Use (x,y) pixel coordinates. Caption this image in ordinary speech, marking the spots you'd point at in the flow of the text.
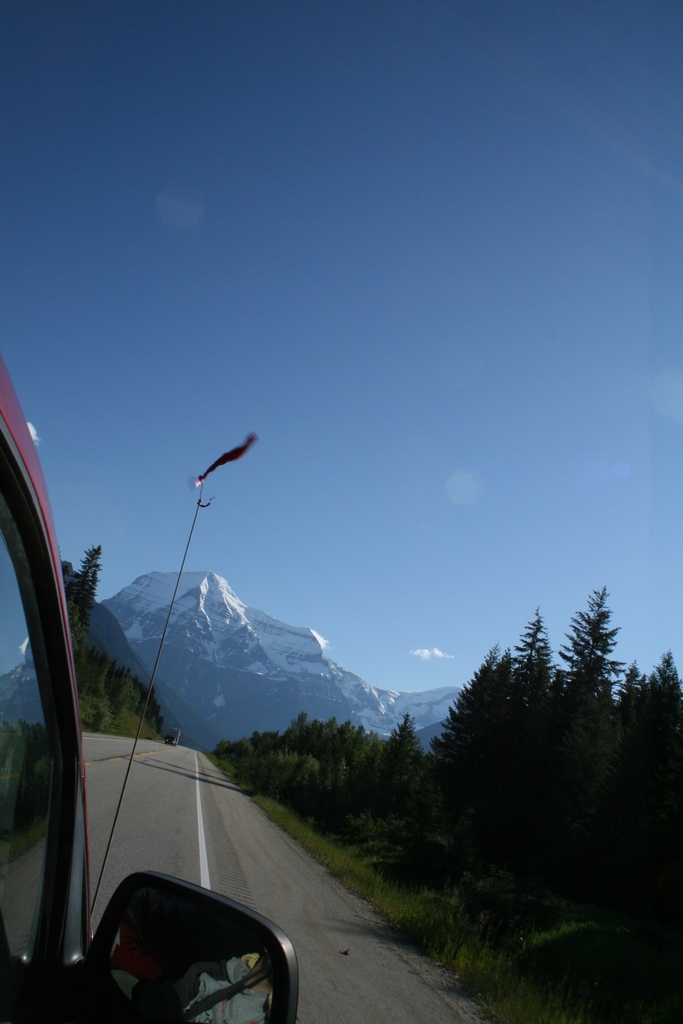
In the picture I can see a vehicle (246,945) on the road (107,800). In the background (440,767) I can see trees (475,801), mountains (252,643), the sky (344,596) and some other objects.
